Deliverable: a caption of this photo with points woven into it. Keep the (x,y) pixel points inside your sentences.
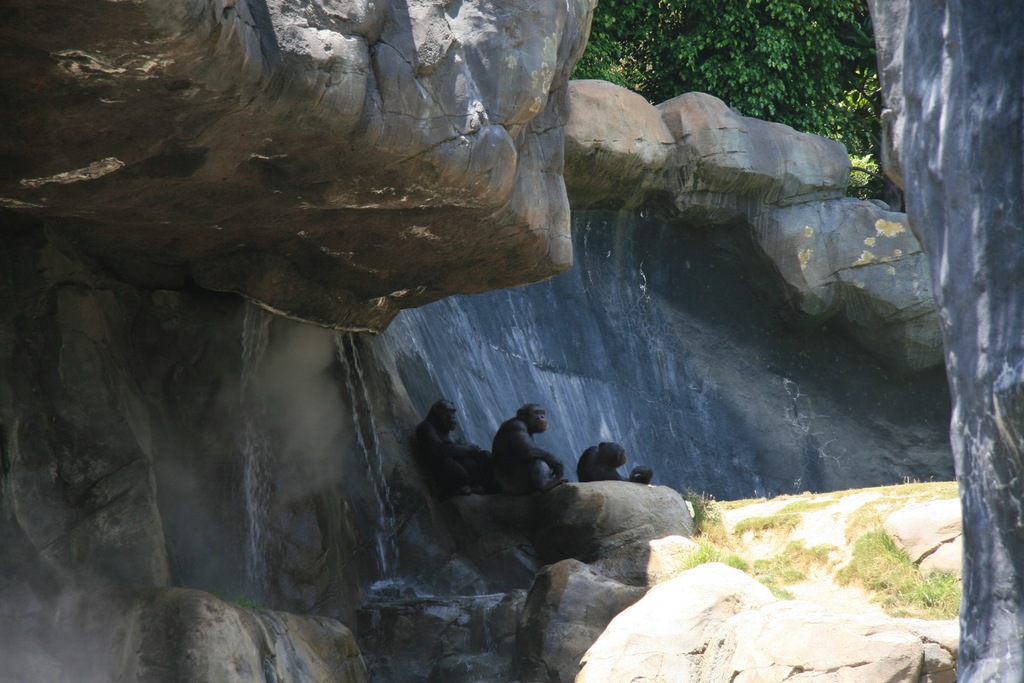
In this image I can see few monkeys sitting on the rock (623,514). I can see trees (748,92) and grass (794,568).
